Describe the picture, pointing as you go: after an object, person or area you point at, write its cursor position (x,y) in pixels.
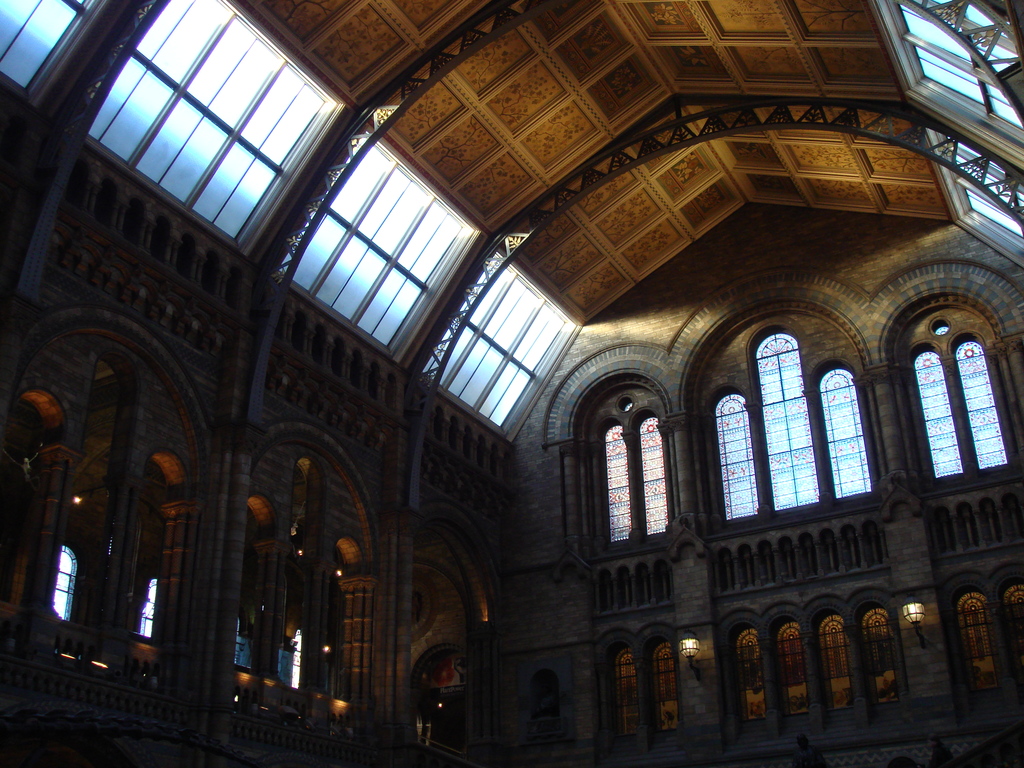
This is a picture of the inside of the building (409,449), in this picture there are some windows (187,206) pillars (1015,463), at the top (573,156) there is ceiling (544,153).
